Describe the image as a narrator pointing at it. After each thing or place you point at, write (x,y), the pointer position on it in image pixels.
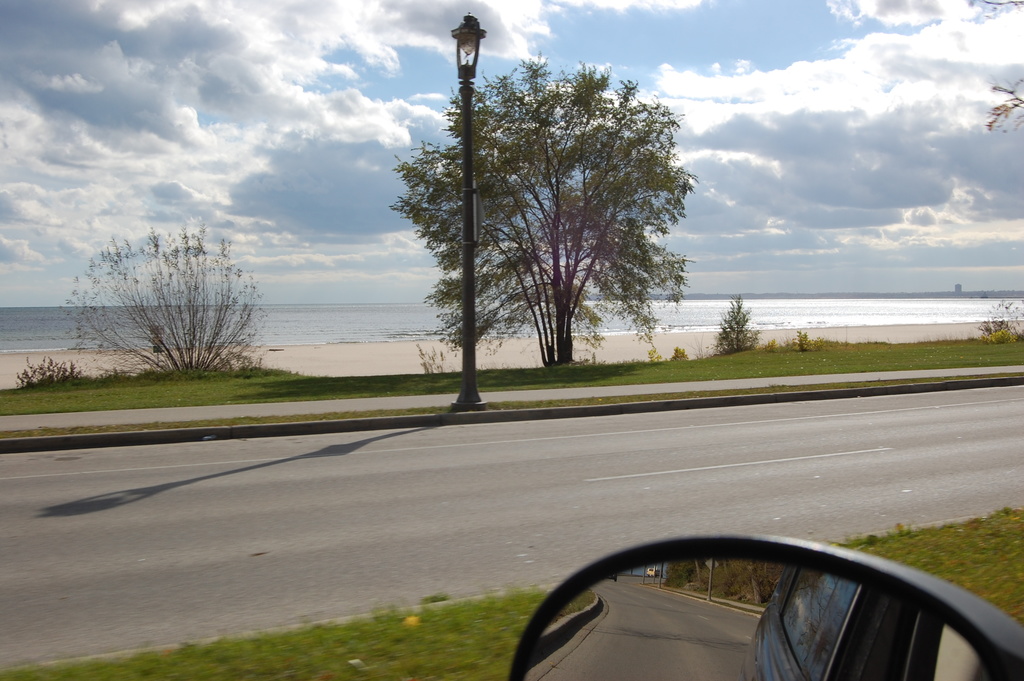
This image consists of a side mirror (726,584) of a car (538,638). At the bottom (351,647), we can see green grass (337,650) on the ground (401,648). In the middle (591,438), there is a road (204,548). In the front (424,194), we can see a pole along with trees (549,245). At the top (286,85), there are clouds (233,101) in the sky (38,97).
